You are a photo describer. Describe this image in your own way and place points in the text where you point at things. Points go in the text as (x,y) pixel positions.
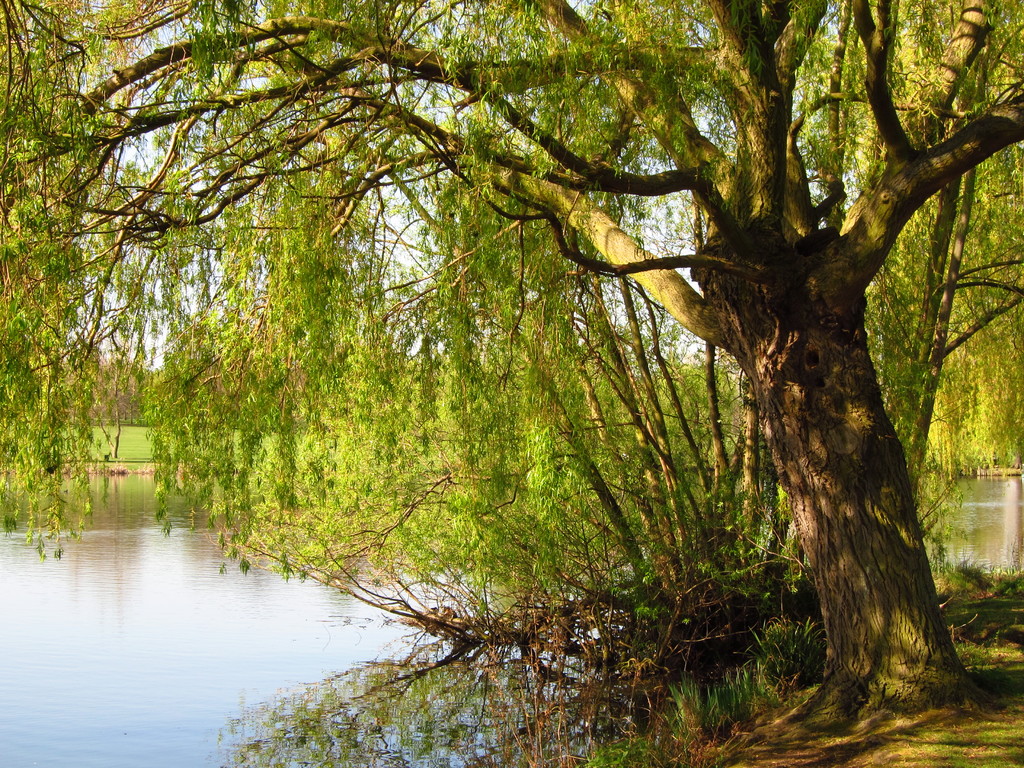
In this picture we can see trees (471,426), water (109,613) and grass (96,452). Behind the trees (430,224), there is the sky (403,269).
